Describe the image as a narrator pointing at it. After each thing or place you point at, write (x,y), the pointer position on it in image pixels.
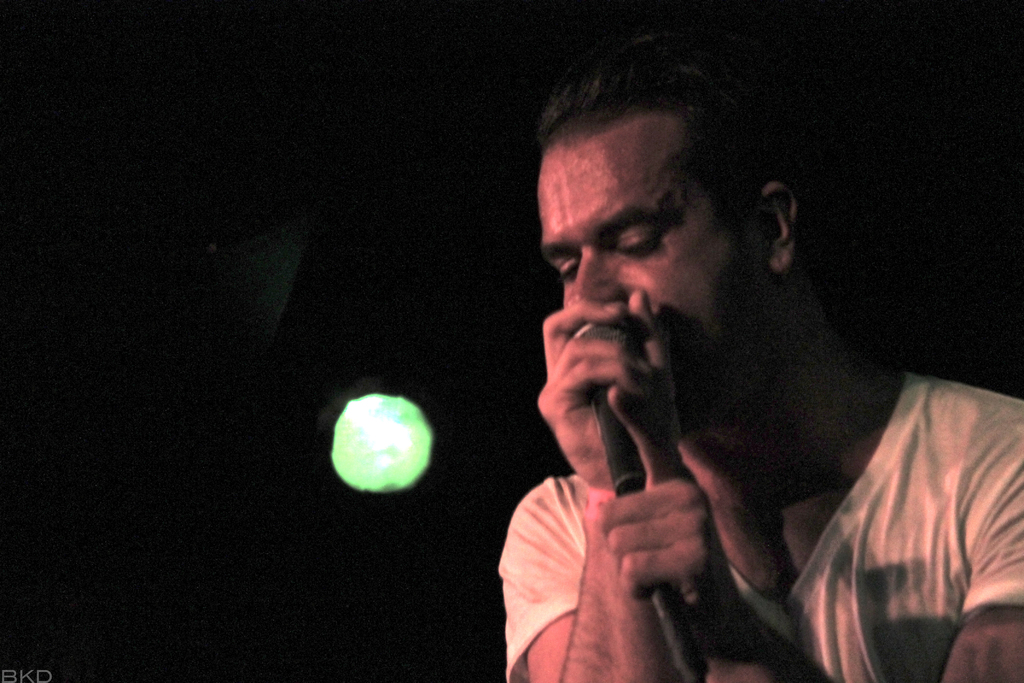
On the right side (789,423) there is a person (796,555) holding a mic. In the back (434,402) it is dark and there is a green light (373,450). On the left corner (11,675) there is a watermark (23,678).
